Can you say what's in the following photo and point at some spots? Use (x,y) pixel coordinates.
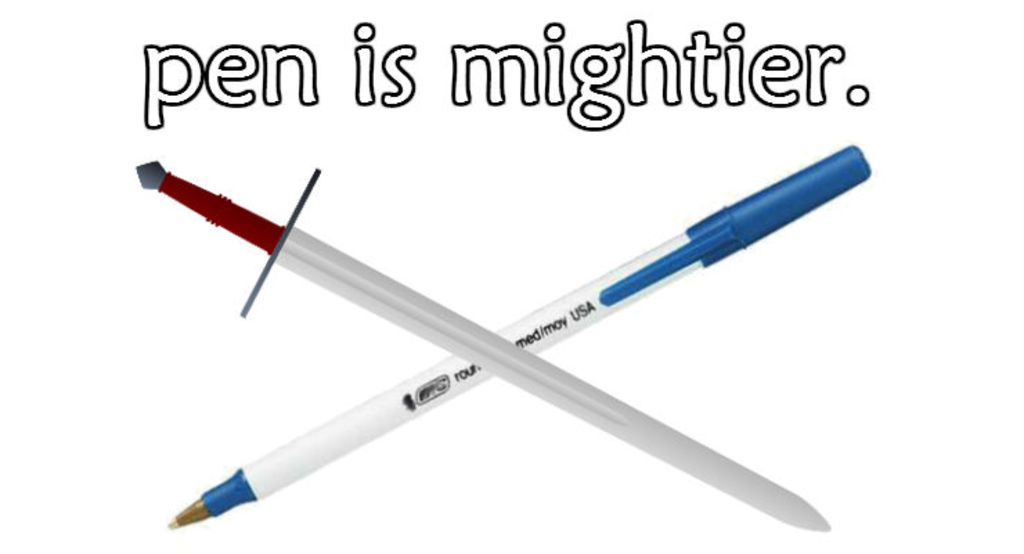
In this image I see a pen (558,319) which is of white and blue in color and I see few words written over here and I see a sword (344,281) over here which is of grey, red and white in color and I see the watermark (826,68) over here and it is white in the background (632,332).
